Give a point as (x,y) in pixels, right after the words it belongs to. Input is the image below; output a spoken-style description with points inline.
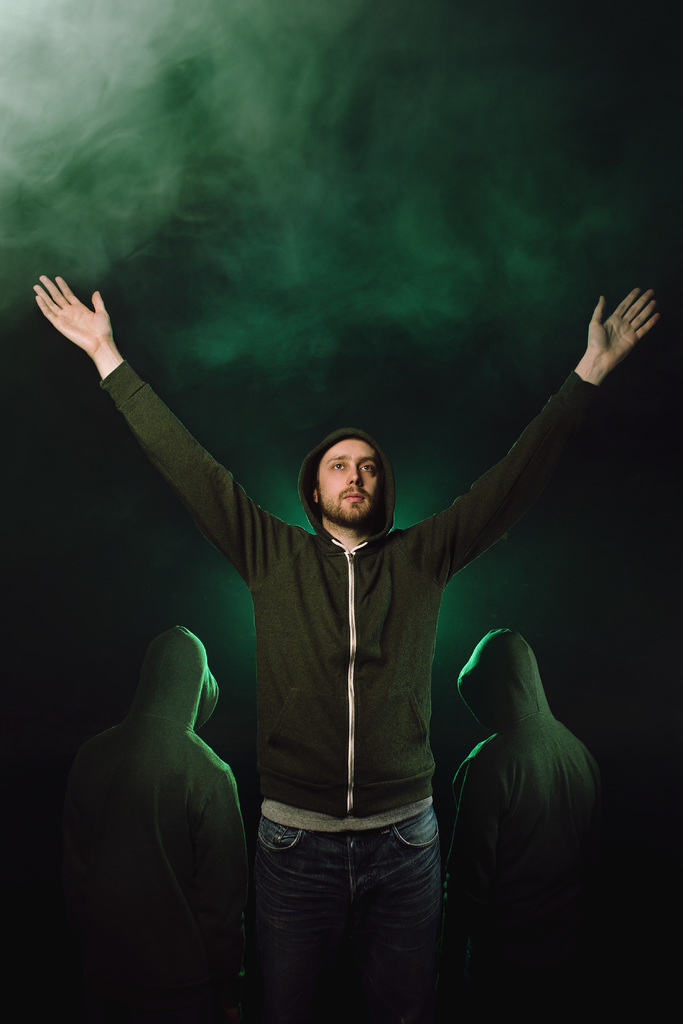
In this image there is a man (284,568) standing. He is spreading his hands (620,317) out. Beside him there are two persons (517,767) standing. The background (378,148) is dark and smokey.
